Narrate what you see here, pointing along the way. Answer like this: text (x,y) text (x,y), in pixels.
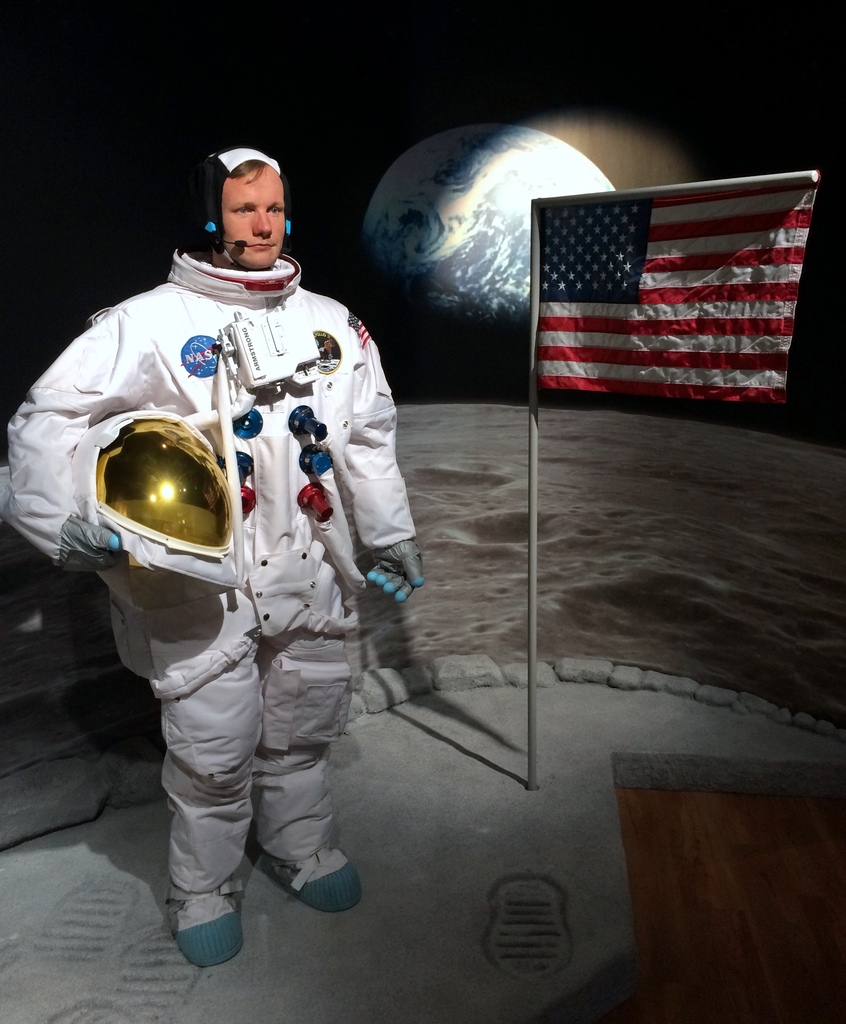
In this image, we can see a person (261,582) is wearing a space suit (212,618) and holding a helmet (160,534). Beside him, there is a pole (533,611) with flag (600,383). Background (431,313) there is a dark view. Here we can see an earth (461,205).
